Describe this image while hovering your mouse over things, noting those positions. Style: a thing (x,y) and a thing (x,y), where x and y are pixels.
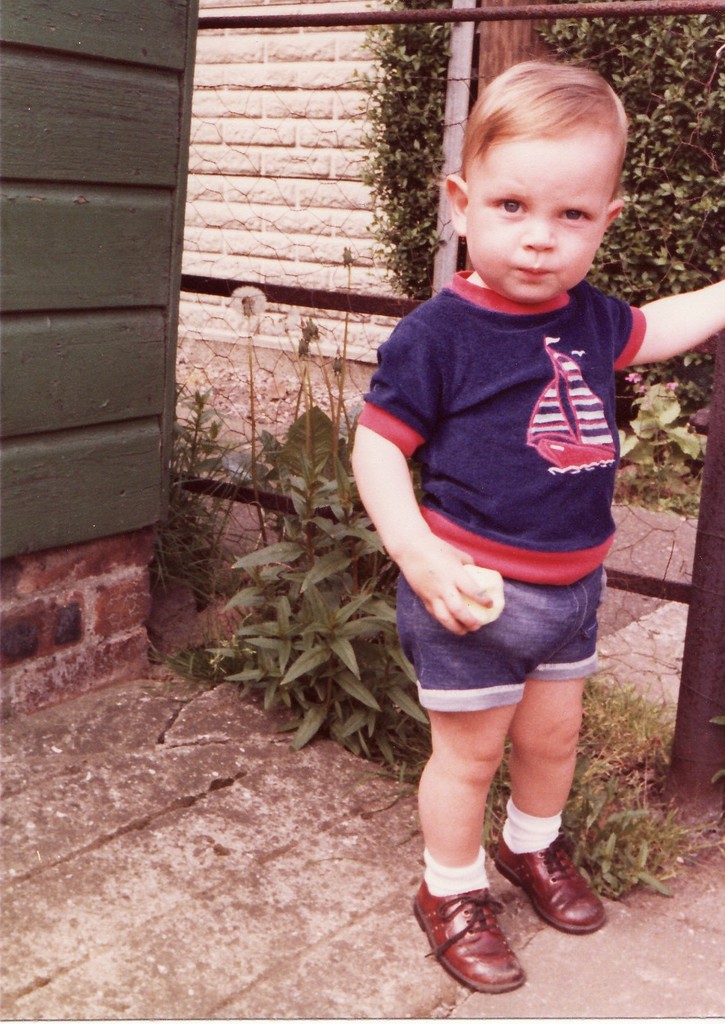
In the image we can see a child (597,626) standing, wearing clothes (525,656), socks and shoes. Here we can see the grass (612,839), plant (250,469) and the wall (267,329).
